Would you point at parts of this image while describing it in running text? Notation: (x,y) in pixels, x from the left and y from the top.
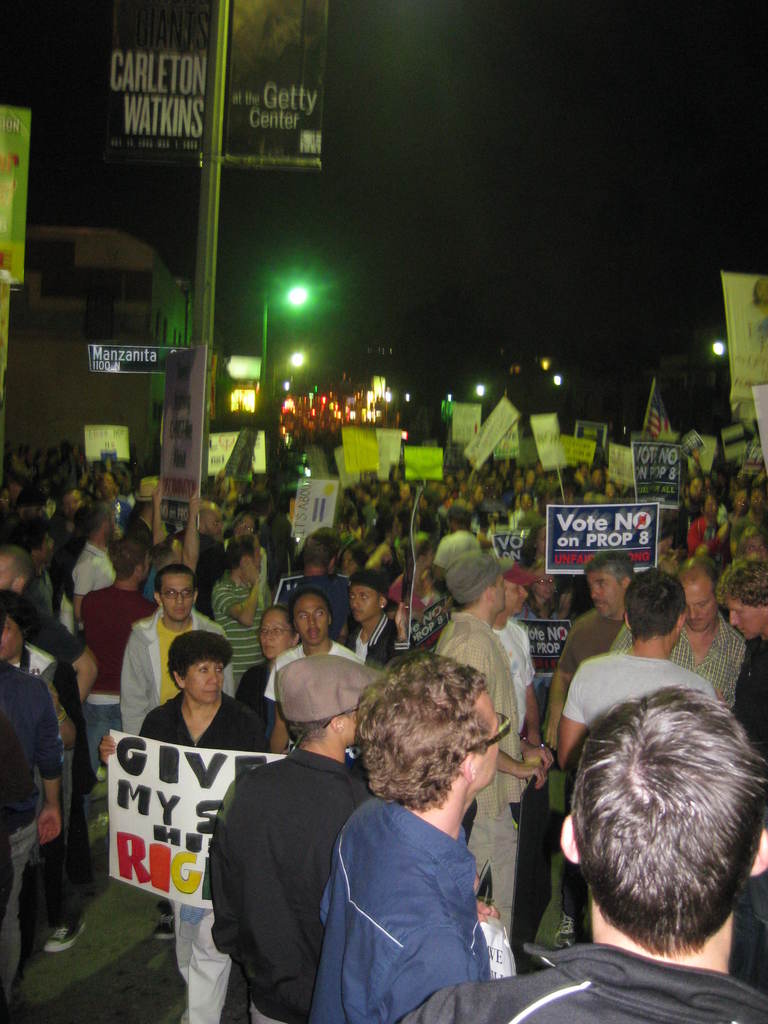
In this image, at the bottom (638,985) there is a man (561,985), he wears a black jacket (599,975). In the middle (392,629) there are many people (423,698), some are holding poster (546,428), charts (488,423). In the background (546,428) there are poles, posters (234,122), light (296,306), building (133,280), sky (693,263).
